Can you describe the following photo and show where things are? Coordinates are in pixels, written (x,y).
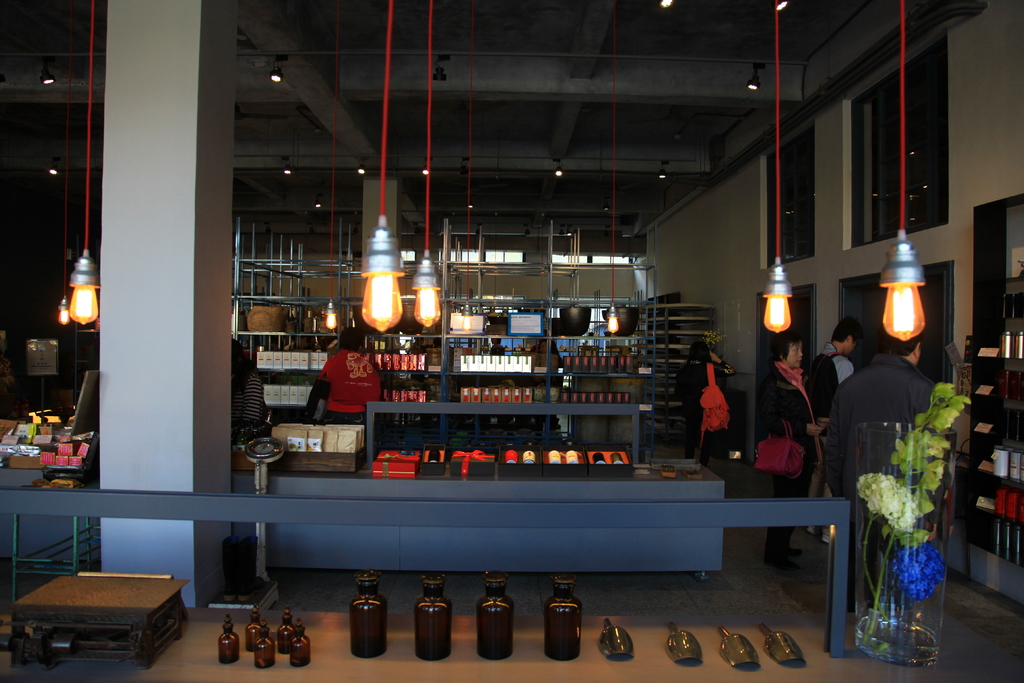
In this image at the bottom (496,629) we can see bottles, spoons (735,659), plant (919,522) in a big glass tube (942,494) on a platform (356,673). In the background (63,478) we can see few persons (335,392), boxes (12,427) and other objects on the platforms (517,345), windows (869,240), walls (820,298), lights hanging in the air and we can also see lights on the ceiling (70,162).
